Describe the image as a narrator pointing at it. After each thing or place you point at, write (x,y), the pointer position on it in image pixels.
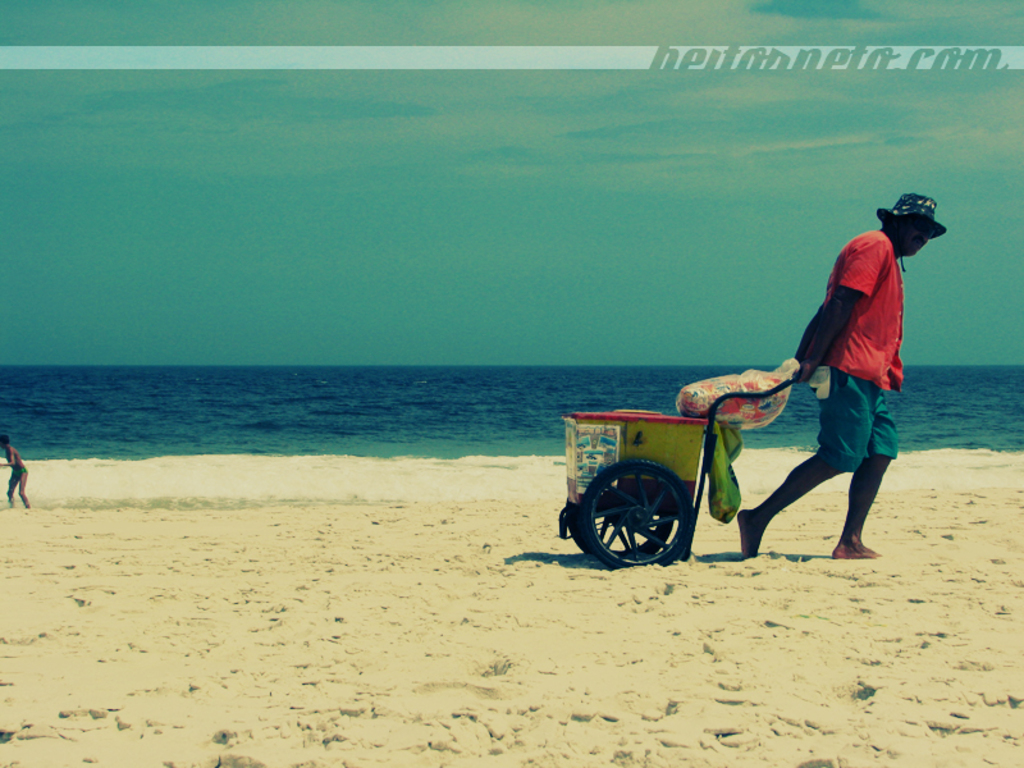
In the foreground of the picture (422,497) we can see a person (835,309) pulling a cart (618,526) and there is sand (359,549). On the left (10,484) we can see a person (15,472) playing in the water (47,458). In the middle (404,382) there is a water body (676,397). At the top (891,60) it is text (663,46). In the top right corner (748,61) we can see text (790,68).
